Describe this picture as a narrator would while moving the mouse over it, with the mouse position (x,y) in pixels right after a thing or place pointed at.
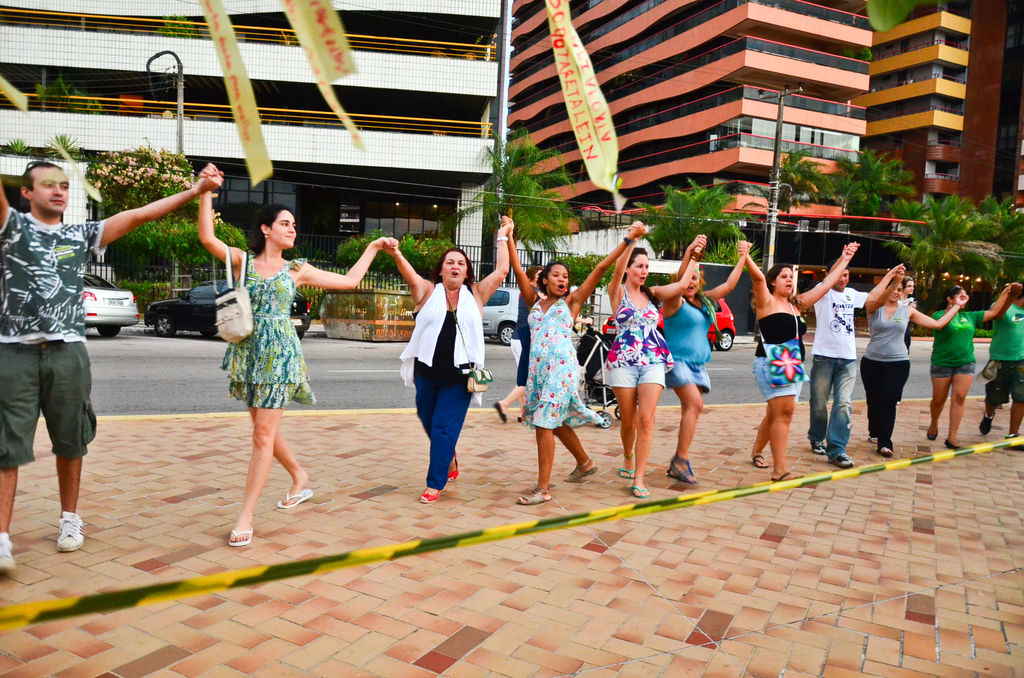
In this picture I can see the path (268,538) in front (44,656), on which I see number of people (52,346) who are holding their hands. In the middle of this picture (356,364) I see the road (148,395), on which there are few cars (109,326) and I see few poles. In the background (90,180) I see number of buildings (633,54) and trees (150,243) and I see few banners (312,24) on which there is something written.
